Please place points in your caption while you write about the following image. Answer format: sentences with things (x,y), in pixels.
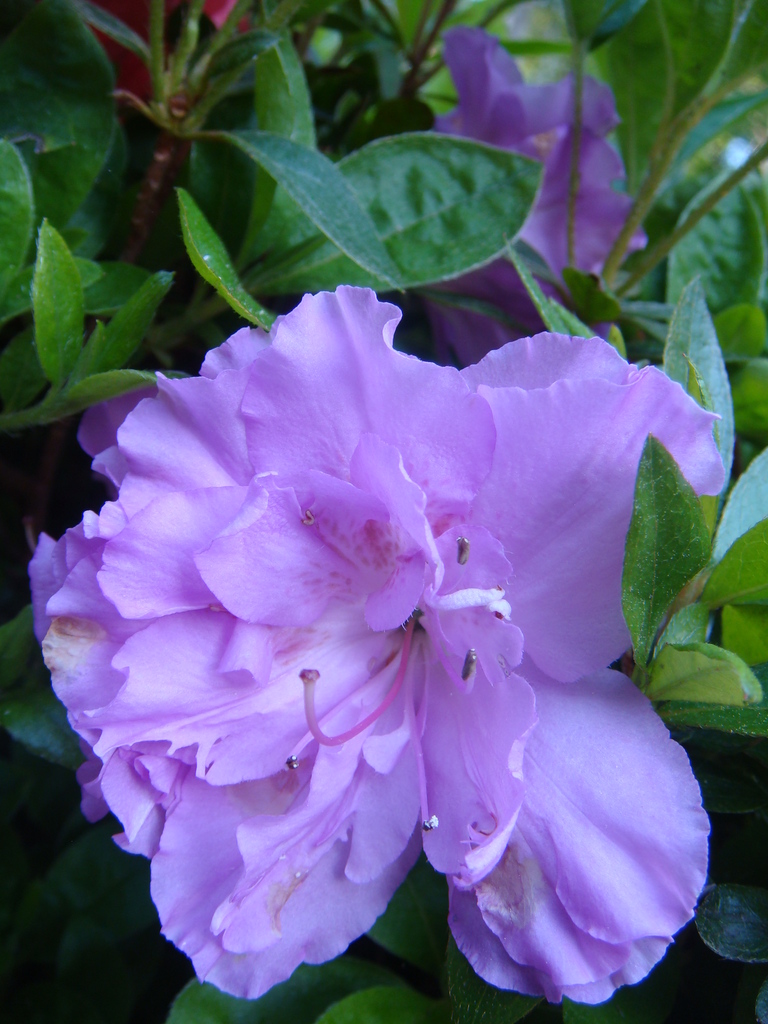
In this picture we can see flowers (609,354), leaves (620,305) and stems (661,257).
